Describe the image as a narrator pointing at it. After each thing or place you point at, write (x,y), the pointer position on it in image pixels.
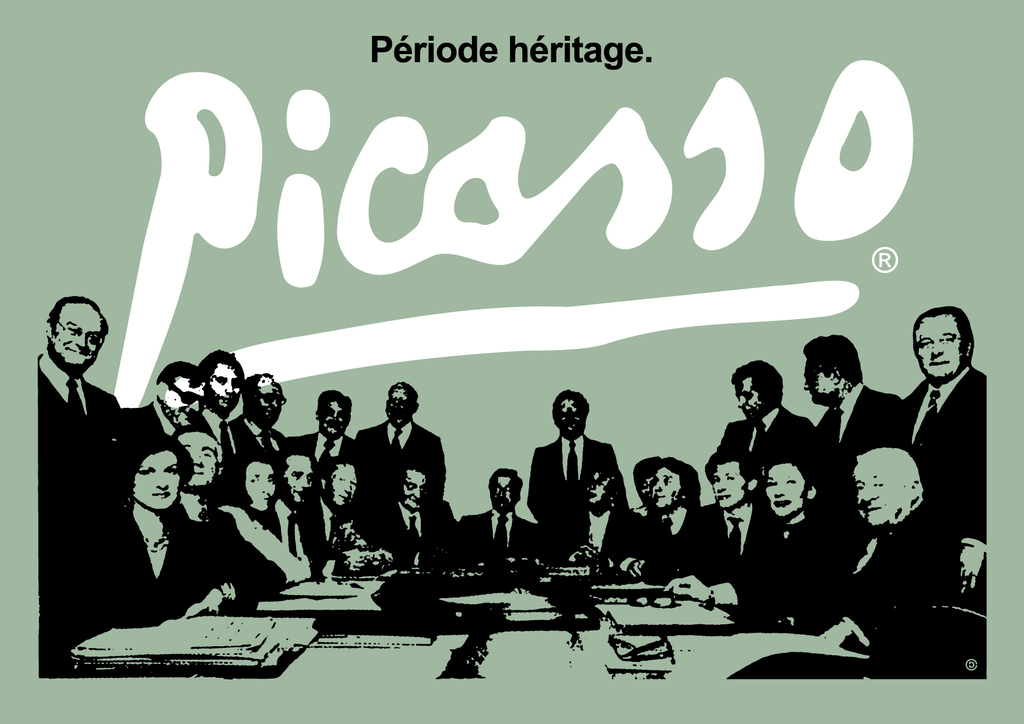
In this image we can see a poster (746,193) with text (504,322) and image of few persons (329,461) and objects (586,633).
